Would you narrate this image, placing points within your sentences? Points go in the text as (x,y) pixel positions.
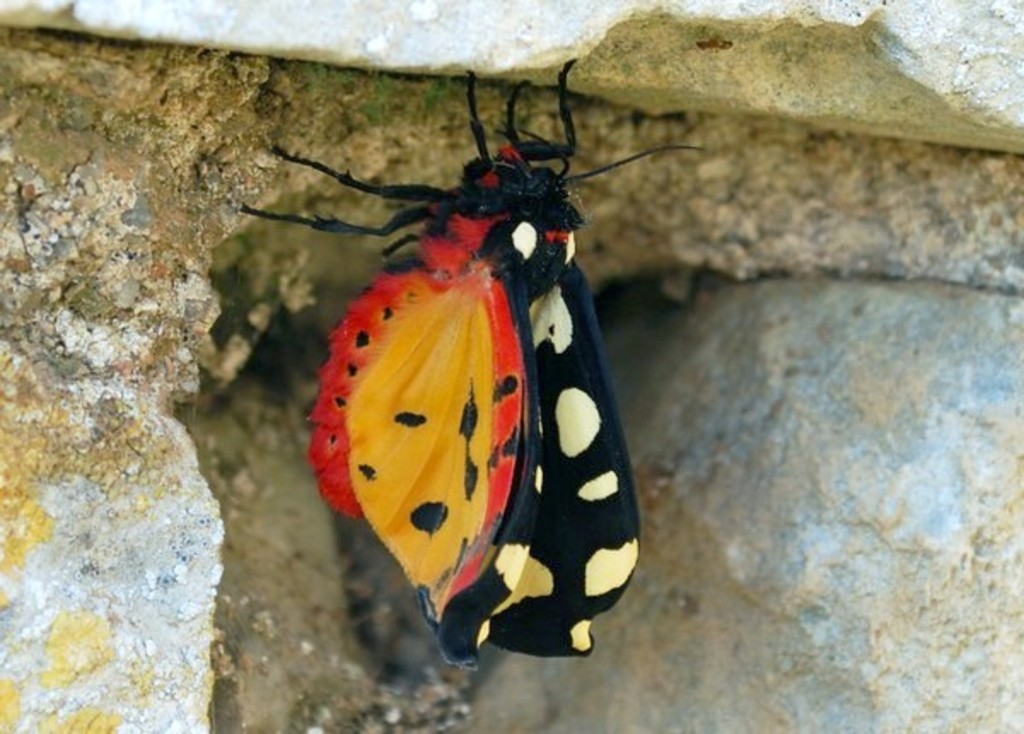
In the picture we can see a butterfly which is black, yellow and some red in color and it is in the rocks (940,516).
